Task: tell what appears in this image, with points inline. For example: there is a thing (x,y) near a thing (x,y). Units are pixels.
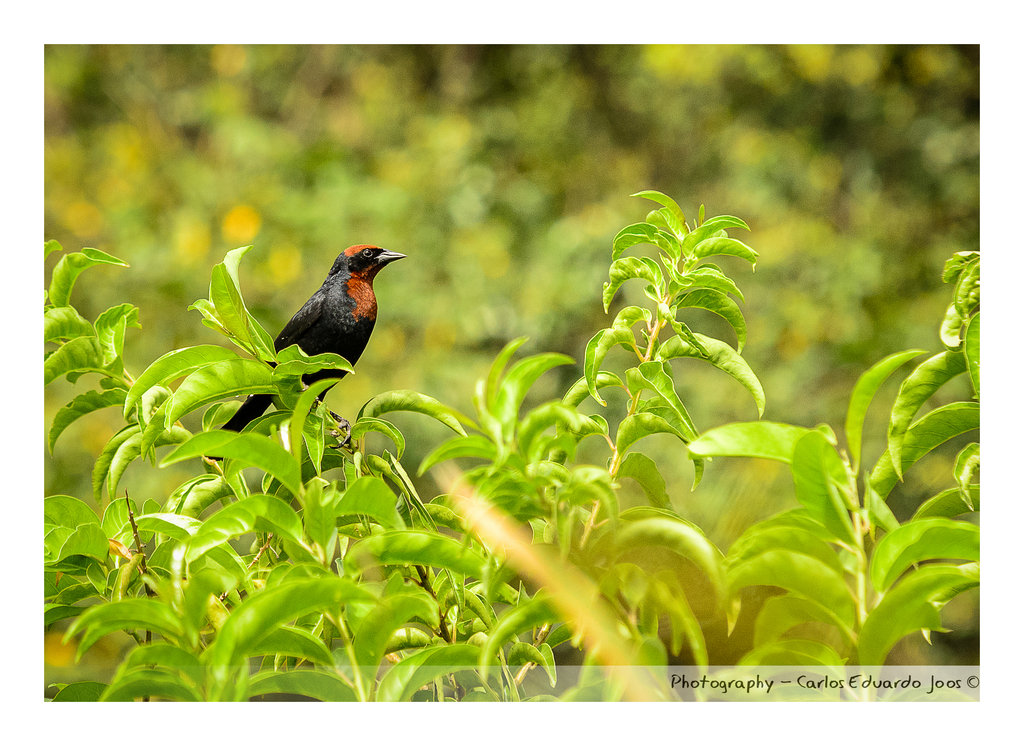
In this image we can see a bird (372,318) on plant (317,464). Bottom right of the image (825,678) a watermark (849,682) is present.
